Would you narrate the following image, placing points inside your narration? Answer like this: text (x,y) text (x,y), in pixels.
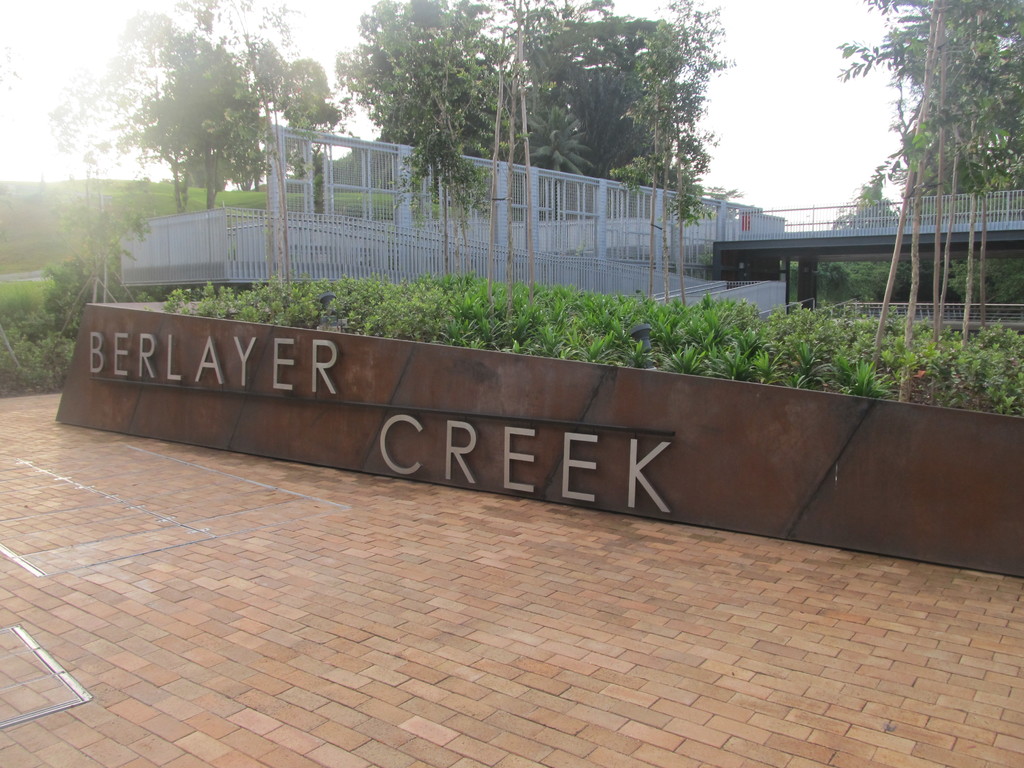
In this picture, it is looking like a wall (897,467) and it is written something on it. Behind the wall (453,433) there are plants (570,322), fence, trees (851,54) and a sky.
